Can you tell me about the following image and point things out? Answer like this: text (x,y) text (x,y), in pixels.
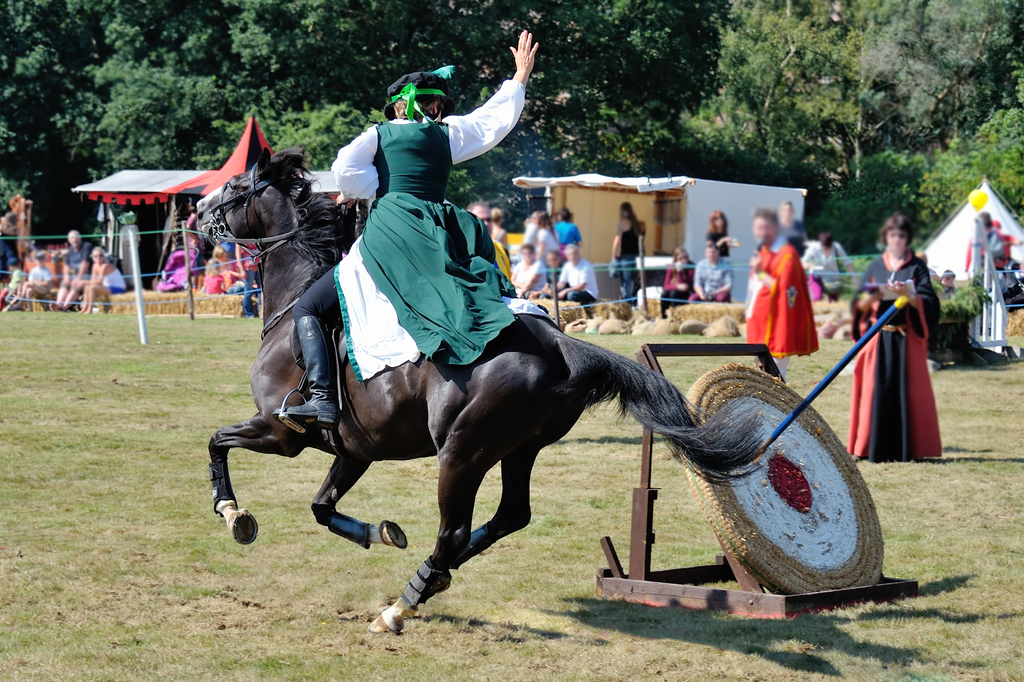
In this image we can see a person (377,232) wearing cap (408,78). And the person (403,97) is sitting on a horse (289,362). On the ground (193,526) there is grass (513,667). Also there is a stand (732,558) with an object (805,508). In the back (879,379) there are many people (883,380). Also there are sheds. And there is a fencing (93,276) with ropes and poles (135,257). In the background (626,83) there are trees (626,83).
